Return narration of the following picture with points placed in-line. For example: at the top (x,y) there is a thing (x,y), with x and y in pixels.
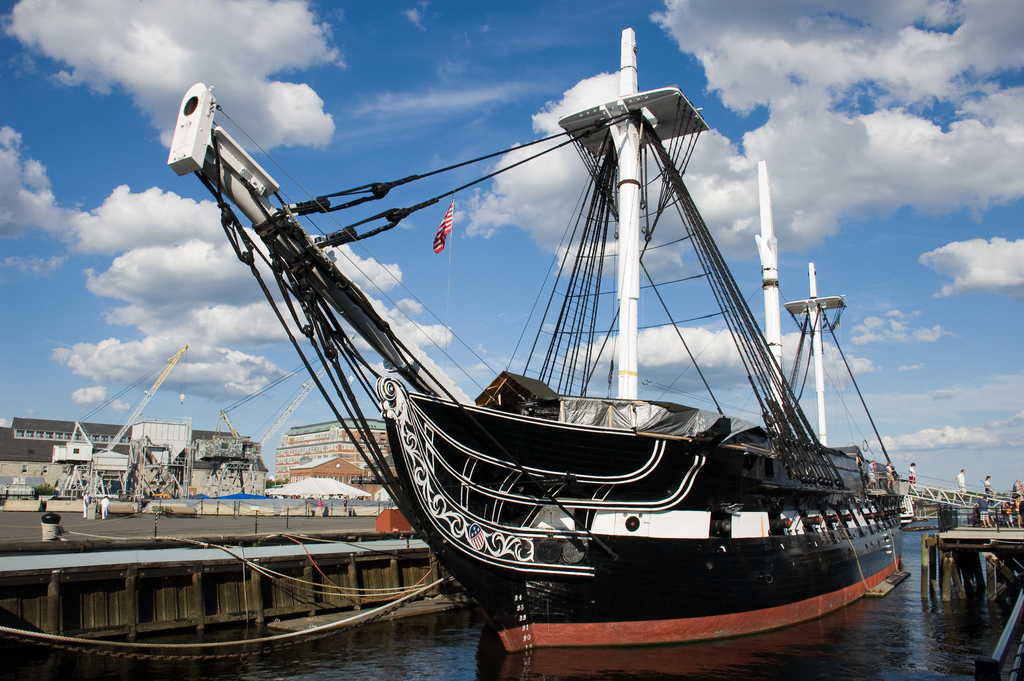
In the picture we can see the water (734,654) with a ship (782,491) in it which is black in color with some poles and wires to it and beside the ship (488,493) we can see a path (1007,498) with some people (891,478) are standing and in the background (827,339) we can see the sky (492,214) with clouds (13,163).
